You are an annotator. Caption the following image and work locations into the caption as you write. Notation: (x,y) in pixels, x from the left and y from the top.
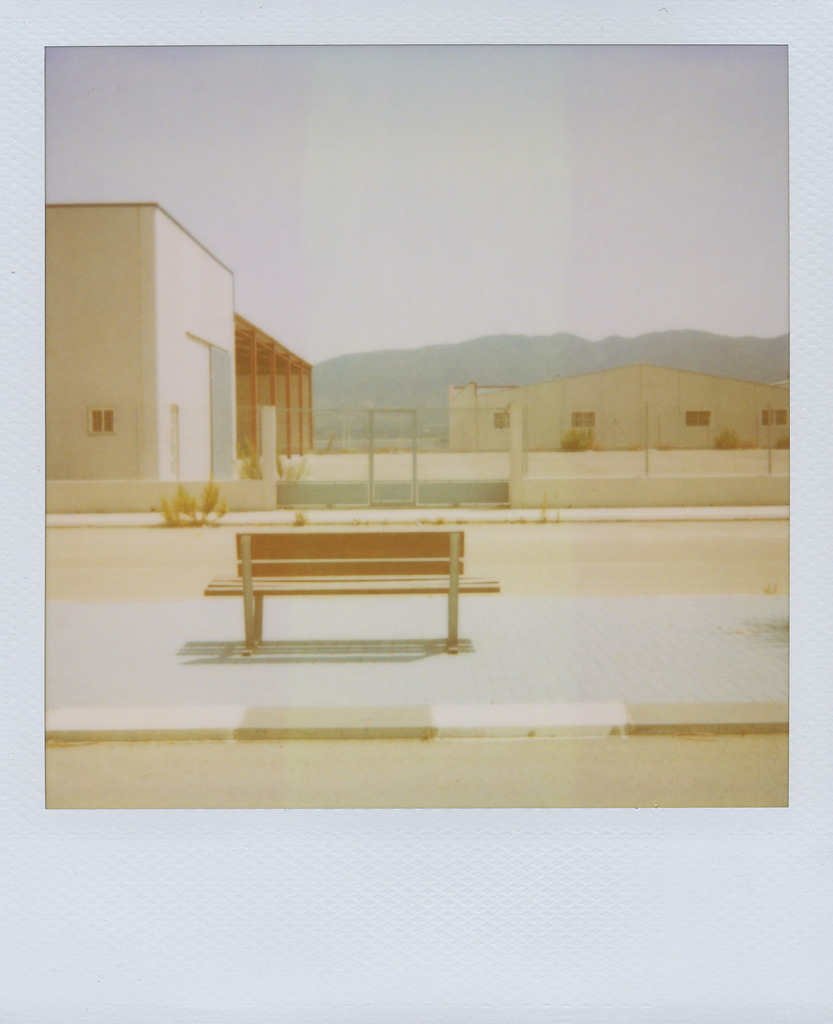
In this picture I can see buildings (218,323) and few plants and a bench (333,538) and I can see metal fence (497,458) and a hill (484,376) and I can see a cloudy sky (384,129).
